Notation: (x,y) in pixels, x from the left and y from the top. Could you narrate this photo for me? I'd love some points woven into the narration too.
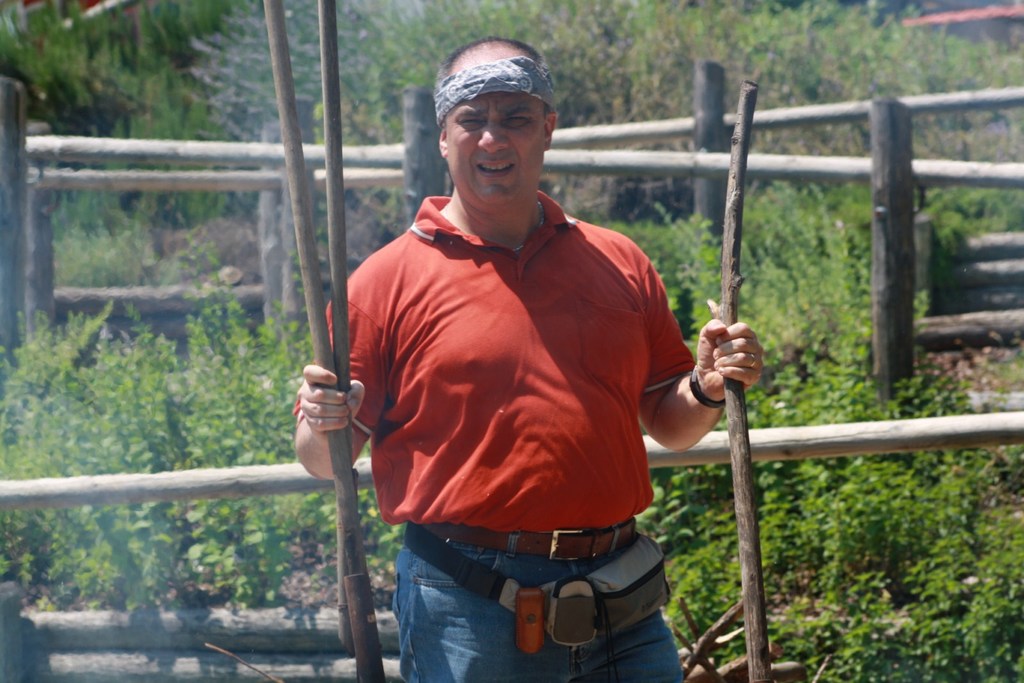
In this image we can see a man (460,617) standing and holding wooden sticks (336,159) in both of his hands (313,425). In the background (327,480) there are plants (20,368), trees (157,106) and wooden fences (702,178).
